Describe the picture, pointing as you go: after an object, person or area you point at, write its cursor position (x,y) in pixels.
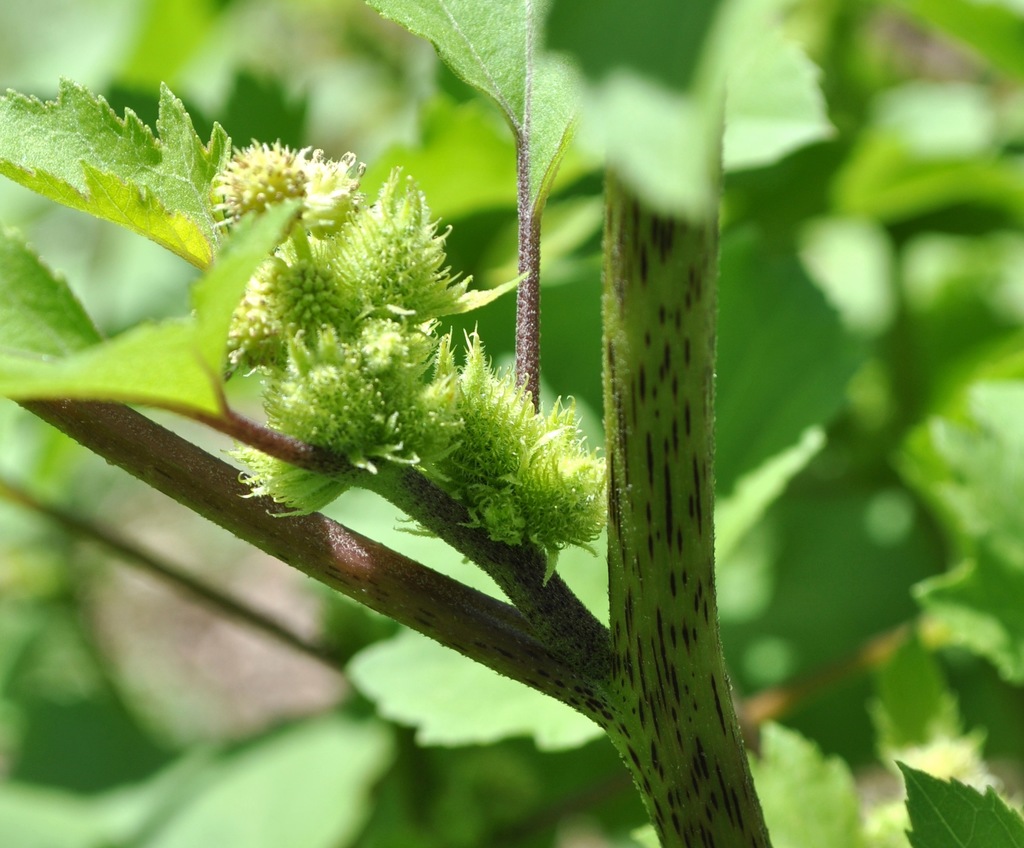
In this image we can see plants (524,392) and tree (681,383), and the background (439,233) is blurred.
